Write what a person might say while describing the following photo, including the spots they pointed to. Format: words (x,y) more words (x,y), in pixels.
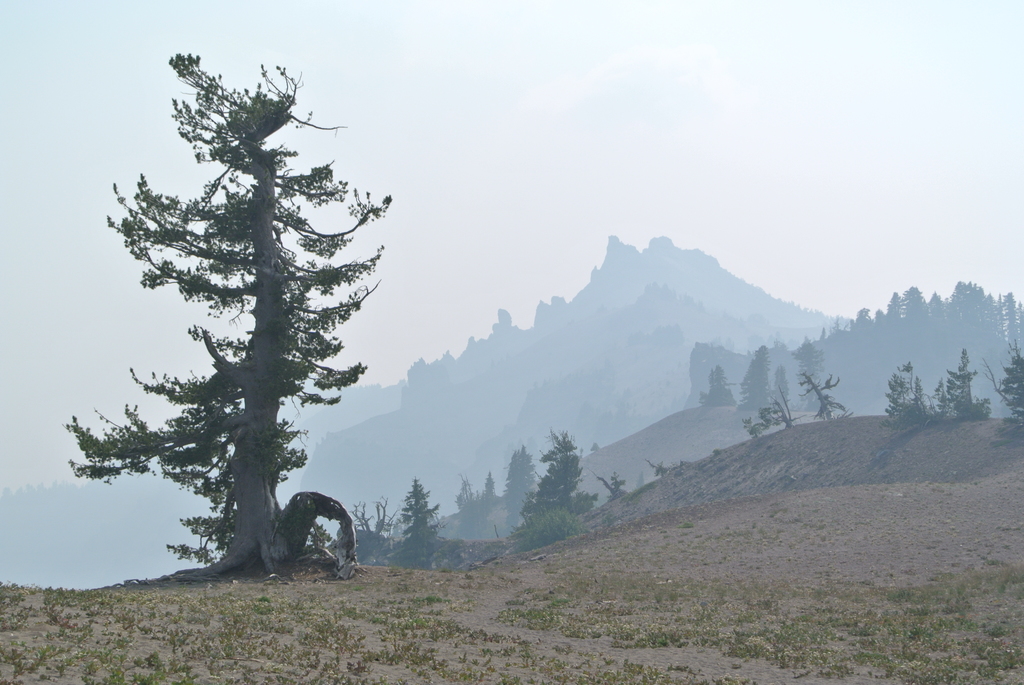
There is a tree (297,528). On the ground (472,618) there is grass (667,645). In the back (606,475) there are trees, hills (712,289) and sky (517,172).
